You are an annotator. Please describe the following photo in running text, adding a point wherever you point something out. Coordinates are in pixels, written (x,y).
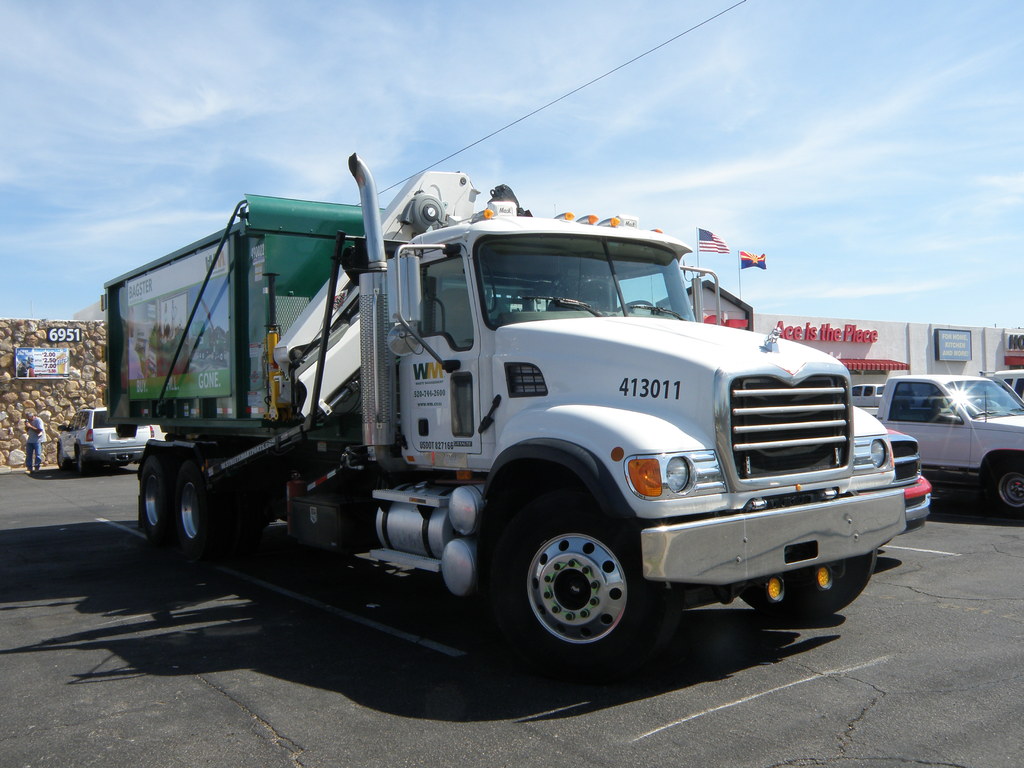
This image is taken outdoors. At the top of the image (164,138) there is a sky (323,148) with clouds (146,106). At the bottom of the image (240,685) there is a road (597,708). In the background (63,401) there is a wall (71,383) and there is a board (67,372) with a text (44,361) on it. There is a house (894,346) and there are many boards (938,336) with text (945,345) on them and there are two flags (757,263). On the left side of the image (85,460) a car (84,438) is parked on the road (54,483) and a man (34,441) is standing on the road (34,513). In the middle of the image (461,452) a truck (575,419) and a few cars (900,404) are parked on the road (955,506).
